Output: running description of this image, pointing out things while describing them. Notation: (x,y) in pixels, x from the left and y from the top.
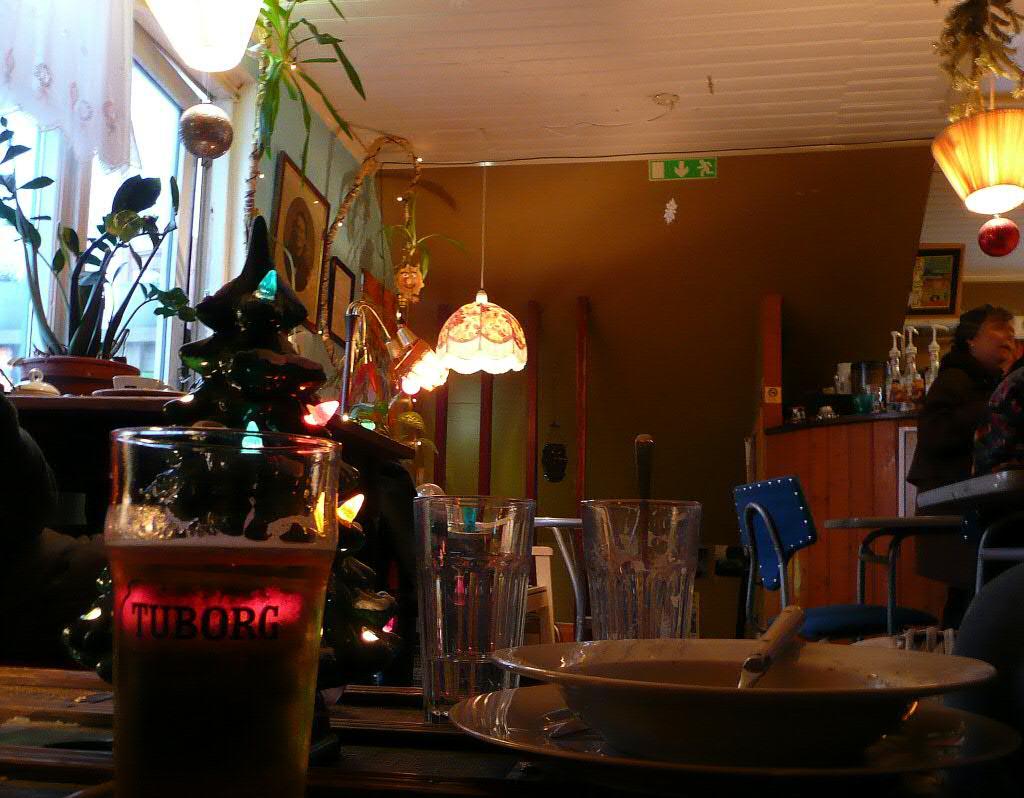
Here we can see a glass (456,582) and bowl (735,705) and some objects (534,710) on the table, and at side persons (997,392) are sitting on the chair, and at above here are the lights (519,346), and here is the wall (356,223) and photo frames (311,194) on it, and here are the flower pots (102,368).
